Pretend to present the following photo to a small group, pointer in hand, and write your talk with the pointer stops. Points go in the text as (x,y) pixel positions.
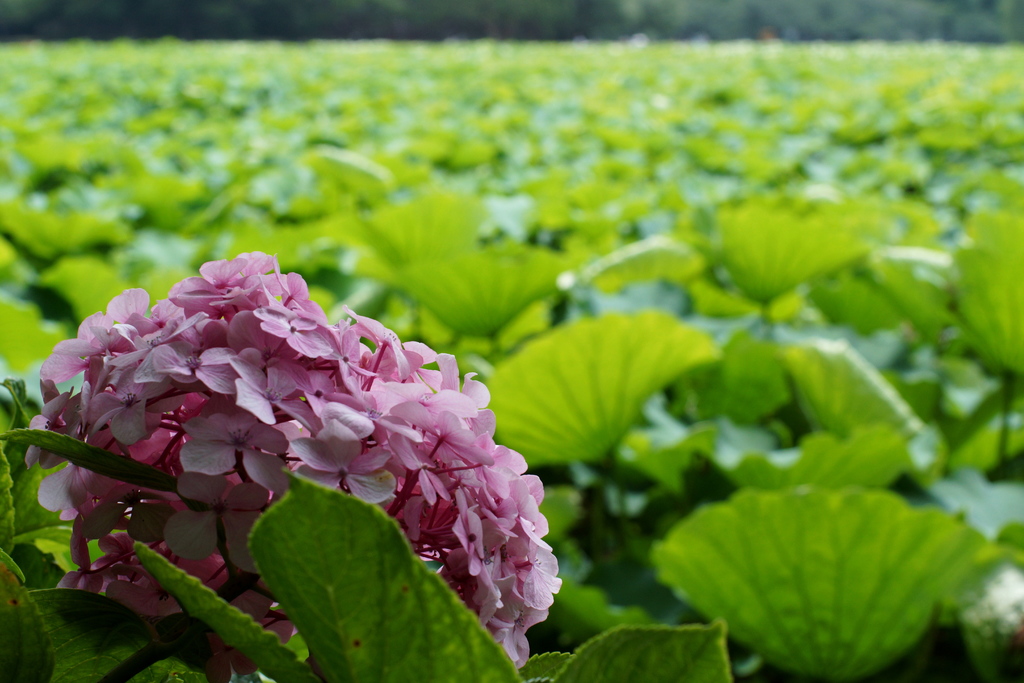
In this picture we can see a bunch of pink flowers (216,477). Behind the flowers (248,506) there are plants (381,153) and blurred trees (761,29).
